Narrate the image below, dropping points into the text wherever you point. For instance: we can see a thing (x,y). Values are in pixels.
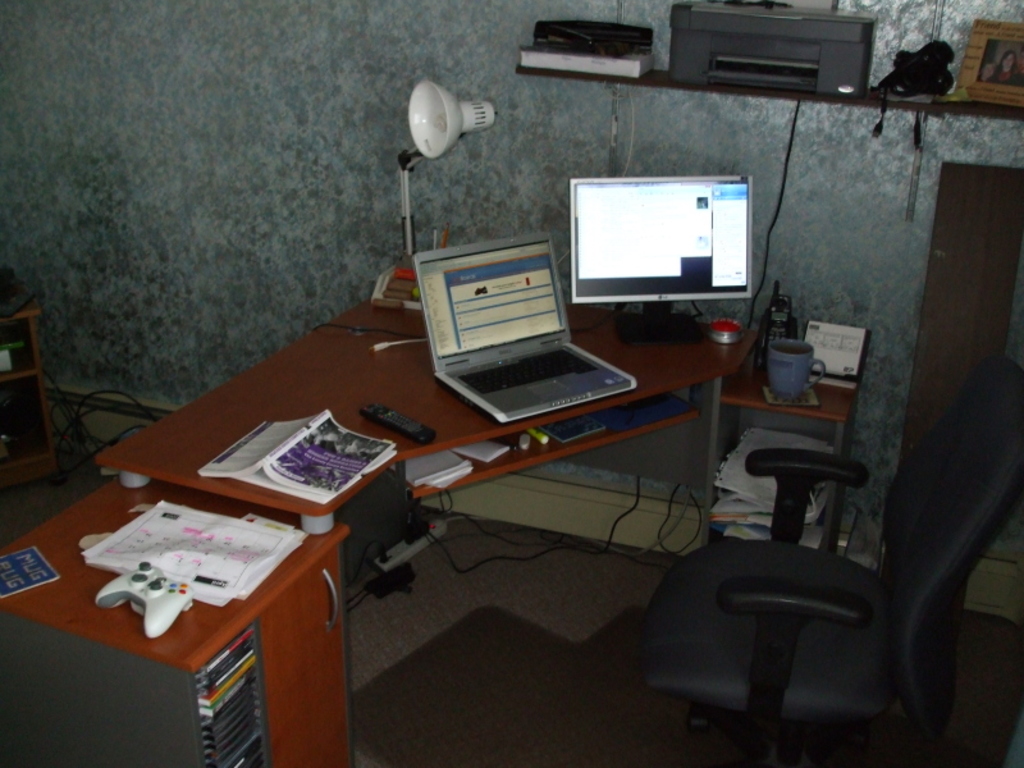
In this image, we can see wooden table (268,620), cupboard (268,620), holder (329,606) and video game player (165,590), books (312,458), laptop (551,361). Here there is a monitor (623,261). On right side (823,594) we can see black chair (825,620), cup (803,380). Some items (855,332) are placed on the table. Floor (537,593) we can see. On left side (72,433), we can see cupboard (23,415), wires (77,438). Here there is a ash color wall (303,207) and table lamp (414,122). On top of the table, there is a shelf (979,111). Few items (622,74) are placed on the shelf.
